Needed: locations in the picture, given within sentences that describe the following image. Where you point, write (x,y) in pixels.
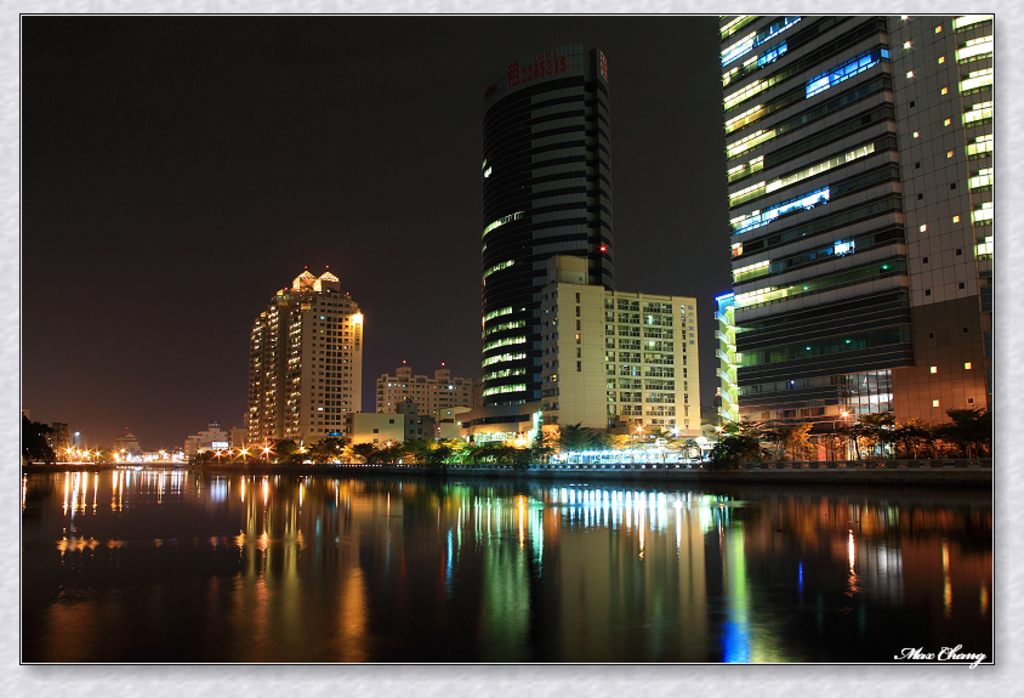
In this image we can see some buildings (557,429), there are trees (324,461), water (394,483) and lights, in the background (180,304), we can see the sky (62,305).
